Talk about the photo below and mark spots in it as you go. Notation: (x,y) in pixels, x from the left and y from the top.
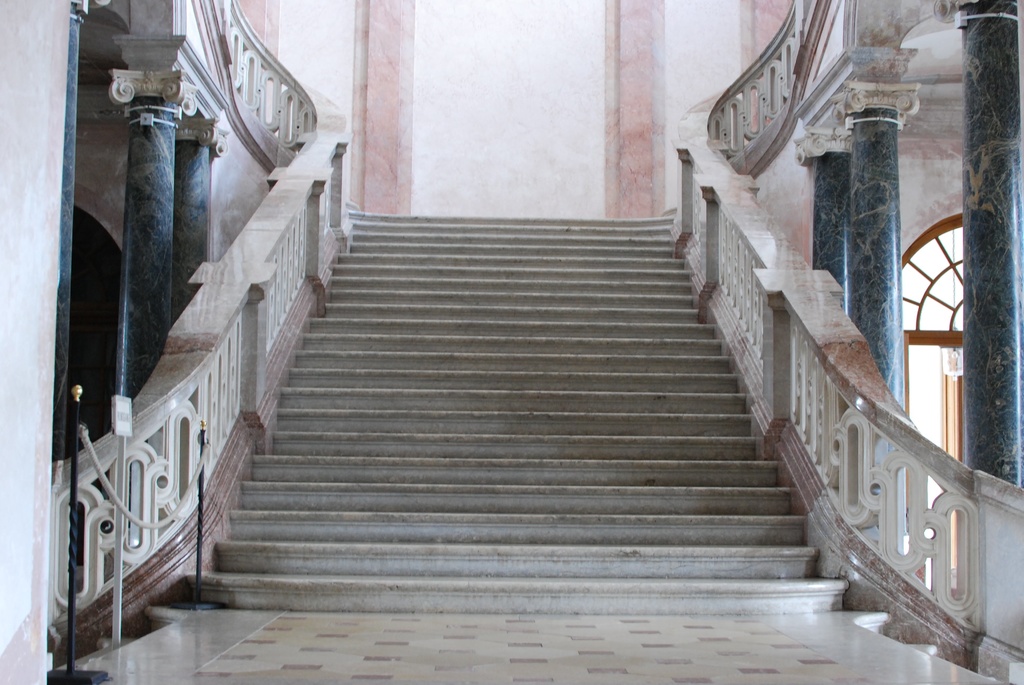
In this image we can see some stairs (495,442), there's railing (263,207), some pillars (64,216) and in the background of the image (375,107) there is a wall (358,125).
